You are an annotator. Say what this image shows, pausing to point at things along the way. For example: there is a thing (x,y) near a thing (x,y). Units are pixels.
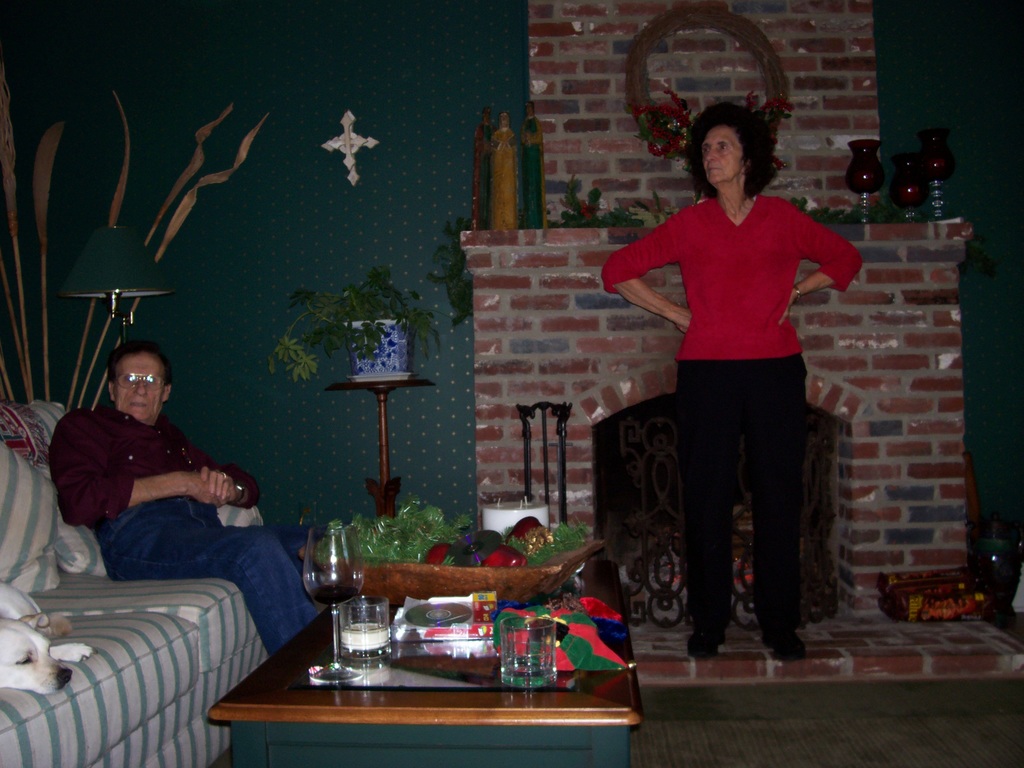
In the center of the image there is a table (406,664) on which there are glasses (533,625) and other objects (463,588). To the left side of the image (179,717) there is a sofa (46,410) on which there is a person (156,561) and a dog (59,619). In the background of the image (308,62) there is a wall (439,82). There is a fireplace (666,434). There is a lady (724,561) standing. At the bottom of the image (786,702) there is carpet (859,718).
